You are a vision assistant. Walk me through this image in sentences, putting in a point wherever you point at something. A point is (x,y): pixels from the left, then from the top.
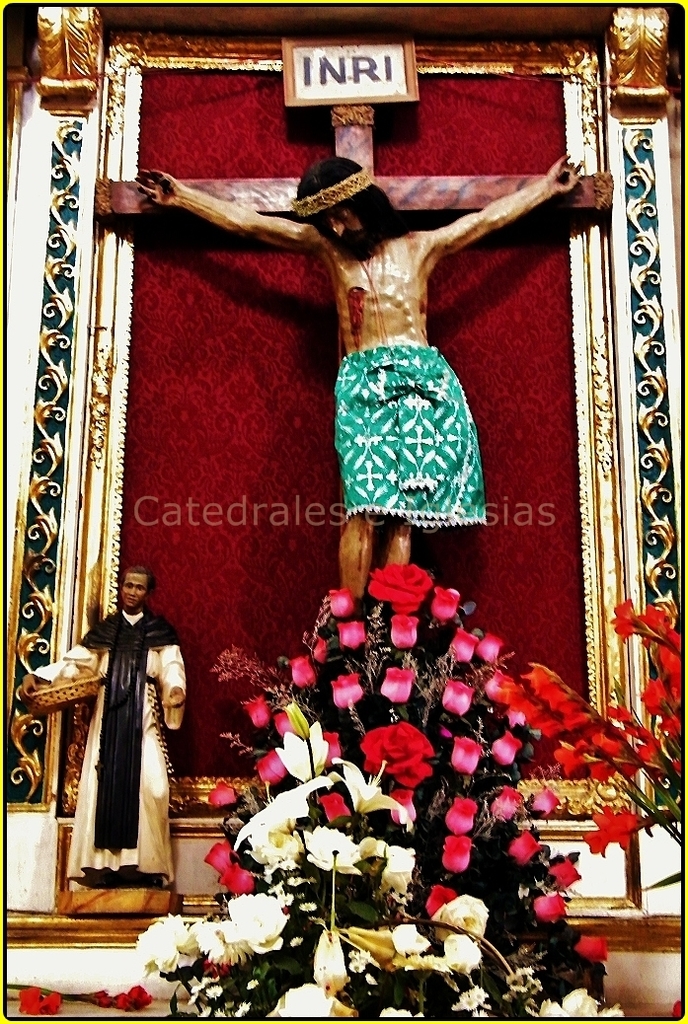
As we can see in the image there are different colors of flowers (388,854), statue (348,195) and a person (146,749) holding tray (39,705).
